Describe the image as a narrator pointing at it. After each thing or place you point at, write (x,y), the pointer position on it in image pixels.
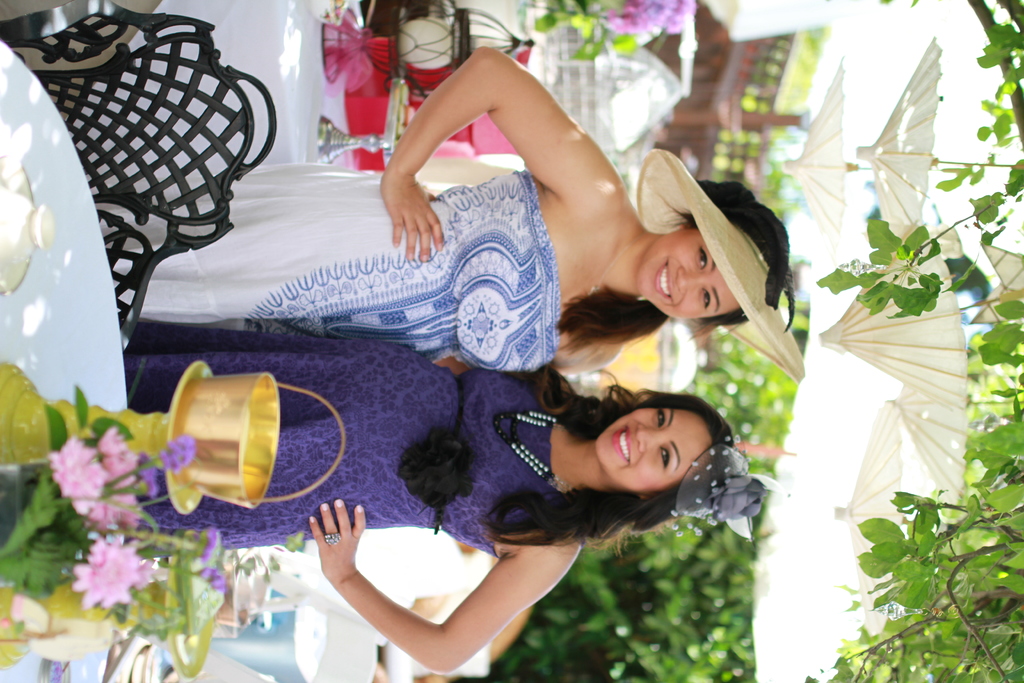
In this picture we can see two women (652,414) and they are smiling. There are tables (376,75). On the table (71,391) there is a cloth (267,77) and flower vases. This is chair (160,166). In the background (693,662) there are trees (636,646).
